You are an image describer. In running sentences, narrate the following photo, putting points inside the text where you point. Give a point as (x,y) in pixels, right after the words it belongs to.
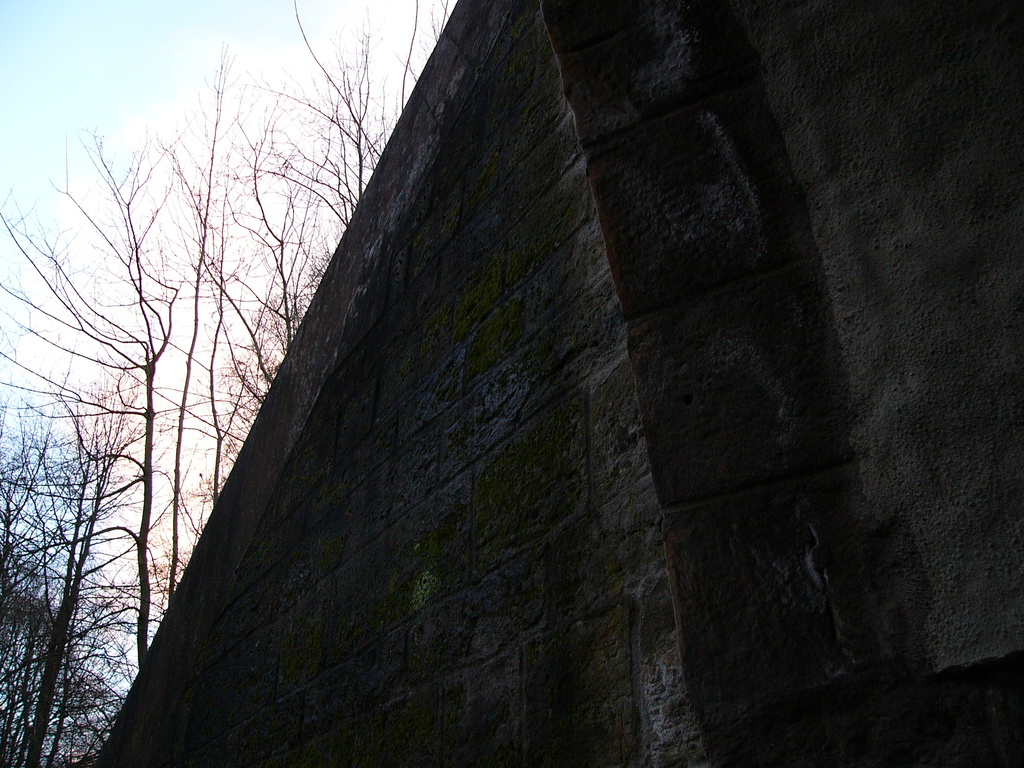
There is a wall (264,565) in the foreground area of the image (434,416) and there are trees (234,200) and sky (33,139) in the background area (25,94).
